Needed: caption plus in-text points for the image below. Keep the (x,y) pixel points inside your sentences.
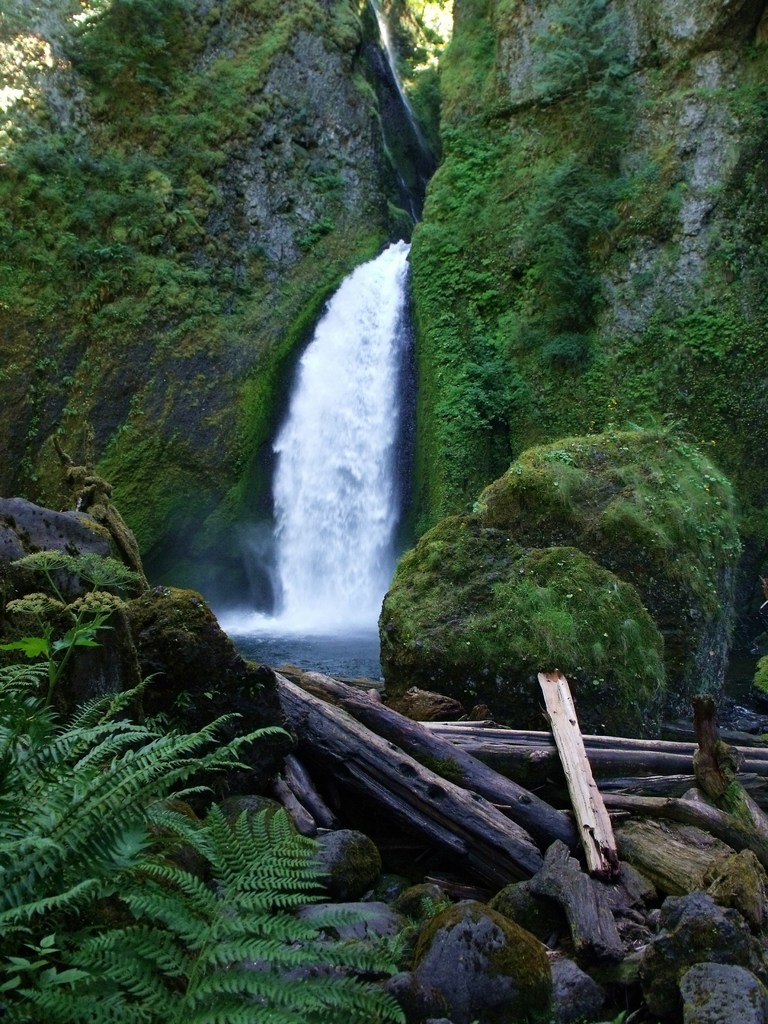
This image consists of mountains (121,427). In the middle (364,350), there is a waterfall (340,594). And we can see the wooden sticks (537,846). At the bottom (708,988), there are rocks (694,999) and plants (133,885). And we can see the grass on the rocks (708,988).
